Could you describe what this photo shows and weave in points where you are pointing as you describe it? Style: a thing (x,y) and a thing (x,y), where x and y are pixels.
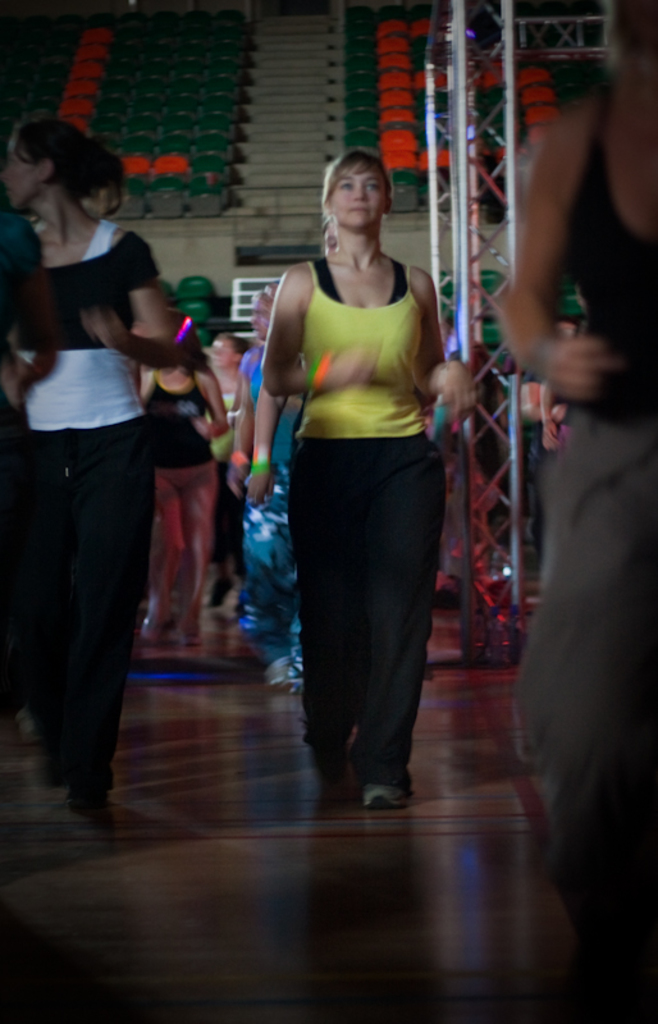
In this picture we can see some people (594,576) walking here, in the background (195,100) there are some chairs (146,91) and stairs (270,69) here, we can see rod (475,144) here, at the bottom (286,948) there is floor (267,933).
